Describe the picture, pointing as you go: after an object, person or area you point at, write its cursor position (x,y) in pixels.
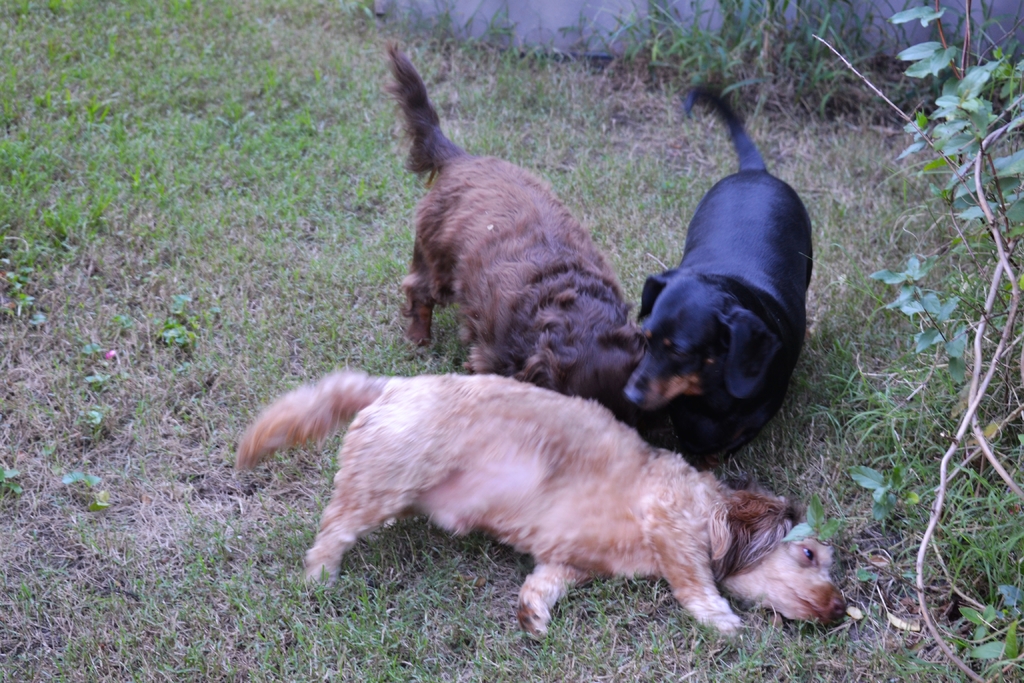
There are three small dogs (438,478) on the grass (633,281), around the dogs (721,213) there are small plants (906,283). They are of brown, black and cream color.
